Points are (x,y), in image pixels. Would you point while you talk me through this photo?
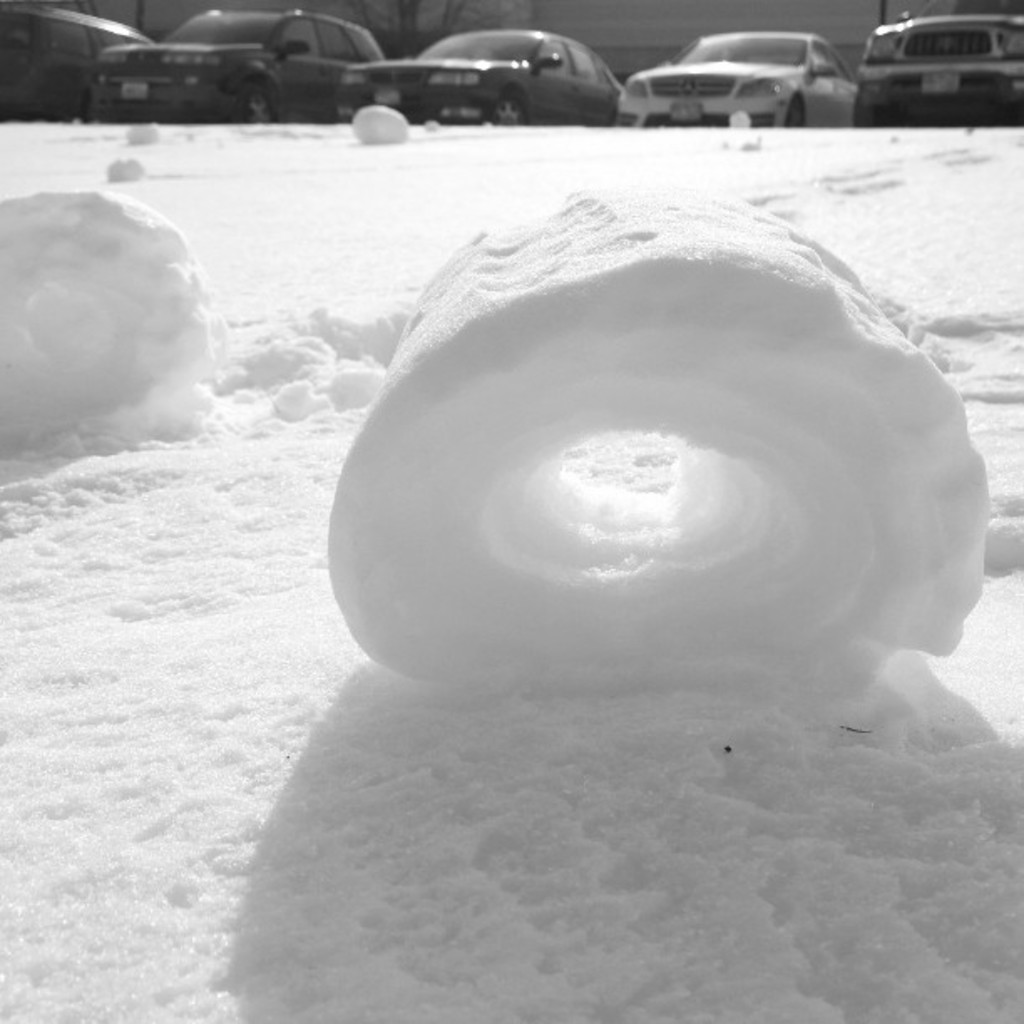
In this picture we can see snow (715,429), in the background (283,60) we can find few cars (823,90).
